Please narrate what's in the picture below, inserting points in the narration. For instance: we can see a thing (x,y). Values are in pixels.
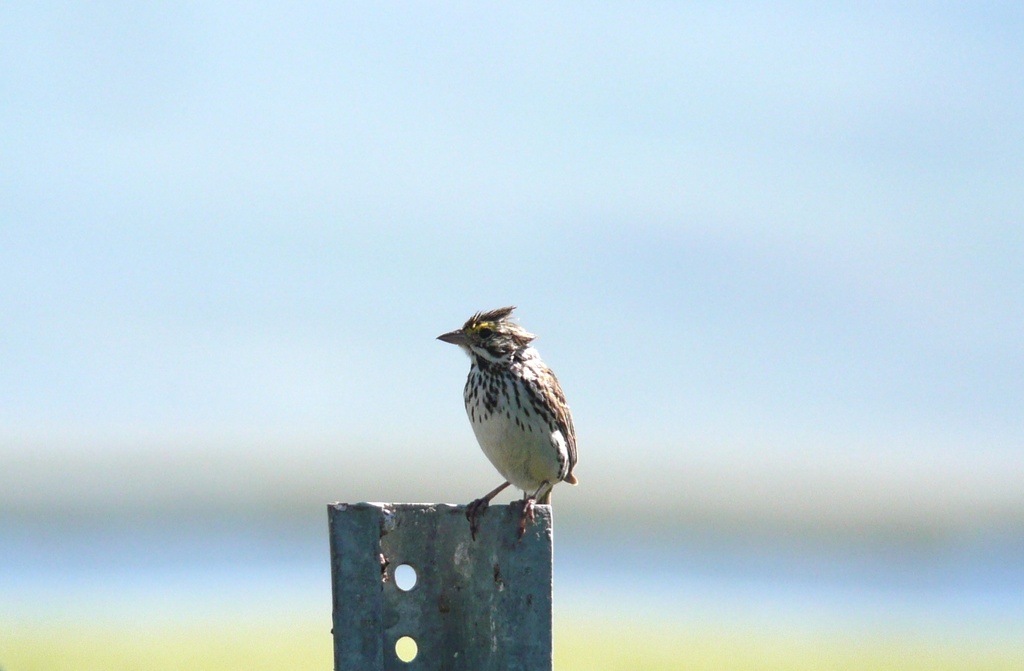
In this image I can see a bird (519,447) which is cream, black and grey in color is standing on a metal pole (378,570) and I can see the blurry background (241,312) which is blue and green in color.
